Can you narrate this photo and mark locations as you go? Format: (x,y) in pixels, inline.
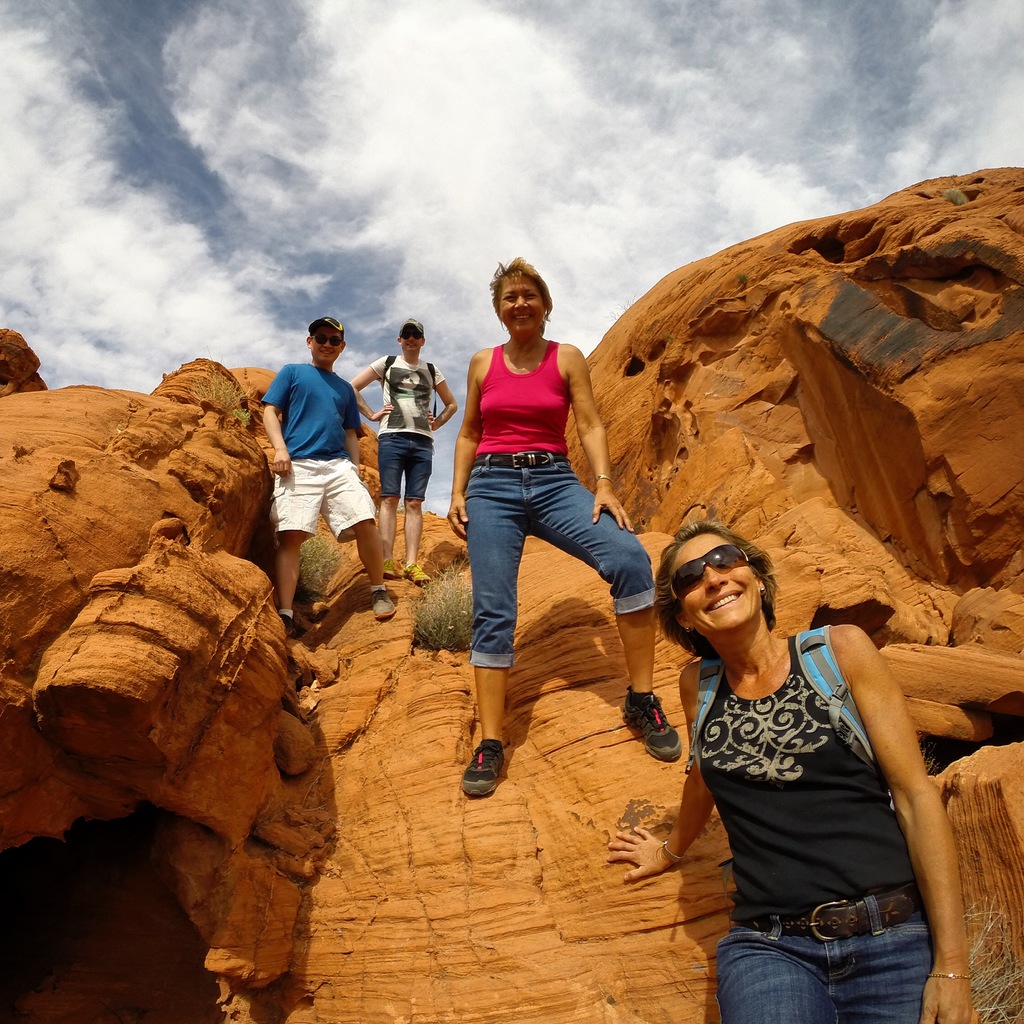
In this image there are people (776,864) standing on rocks (196,539).
